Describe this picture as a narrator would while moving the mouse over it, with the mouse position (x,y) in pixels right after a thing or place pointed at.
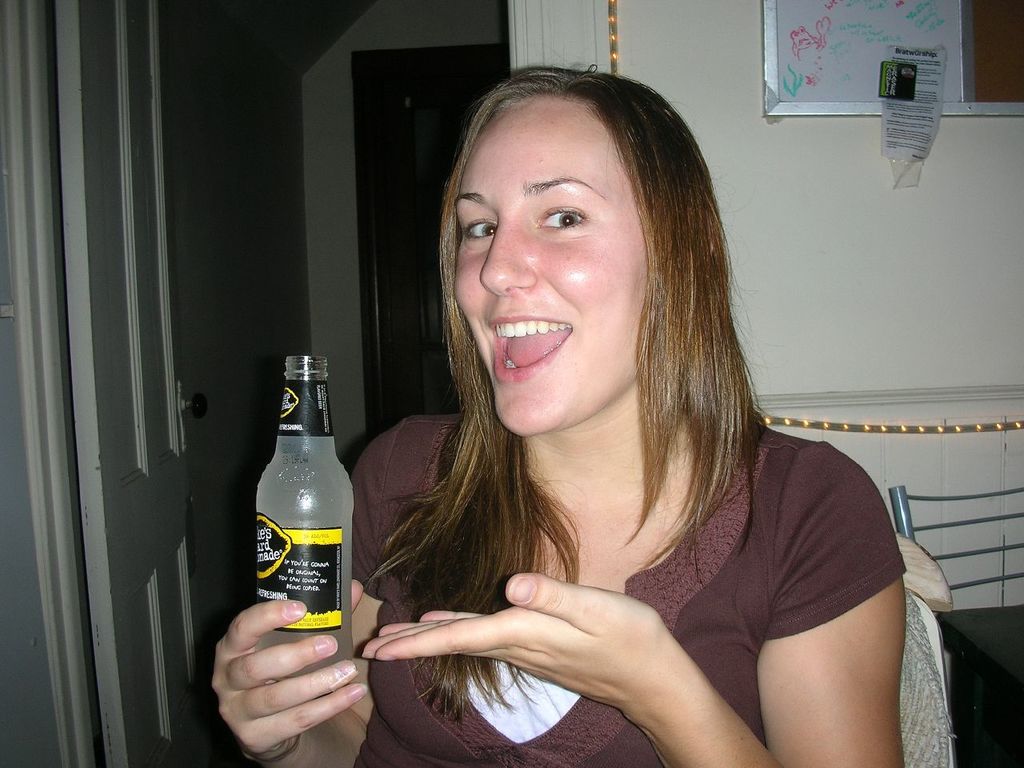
This picture is taken inside a room (314,127). In the middle (527,497) there is a lady (492,551) wearing brown t shirt (763,599) is holding a bottle (306,492). She is smiling. Beside her there is a table (993,654) and chair (897,510). On the left side (141,393) there is a door (148,500). On the background (766,205) there is a wall (765,159). On the wall (865,309) there is a board (880,45).
